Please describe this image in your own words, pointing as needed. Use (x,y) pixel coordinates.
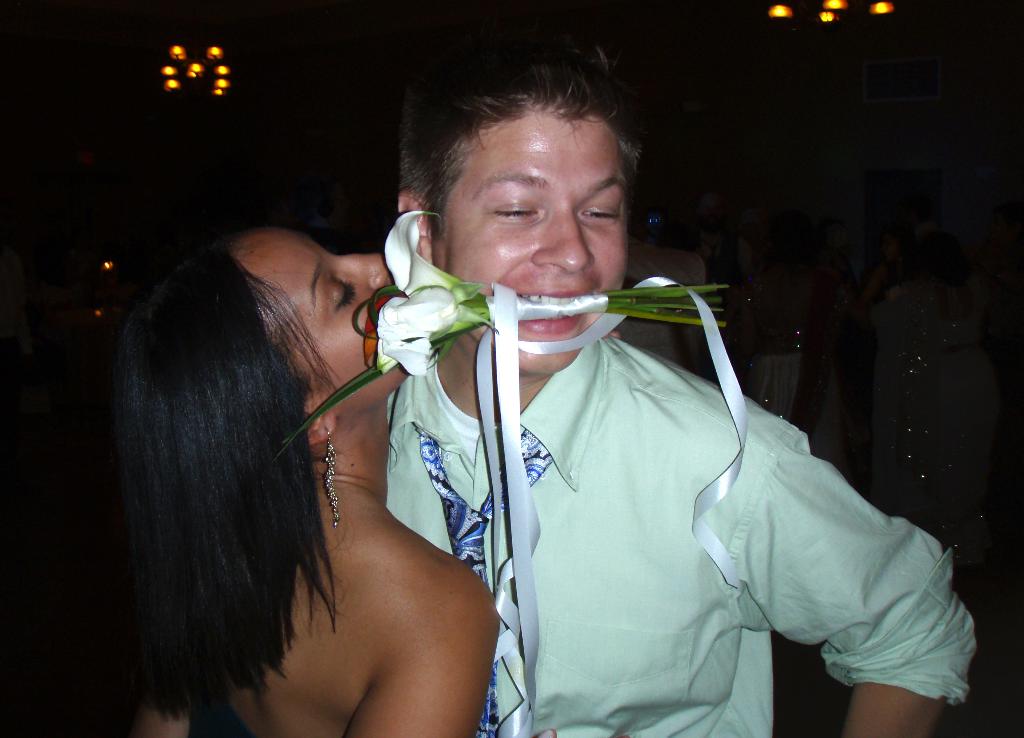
In the image we can see there are people (470,512) standing. There is a man (544,329) holding a flower bouquet (556,306) in his mouth (546,291) and he is wearing a tie (476,567).
